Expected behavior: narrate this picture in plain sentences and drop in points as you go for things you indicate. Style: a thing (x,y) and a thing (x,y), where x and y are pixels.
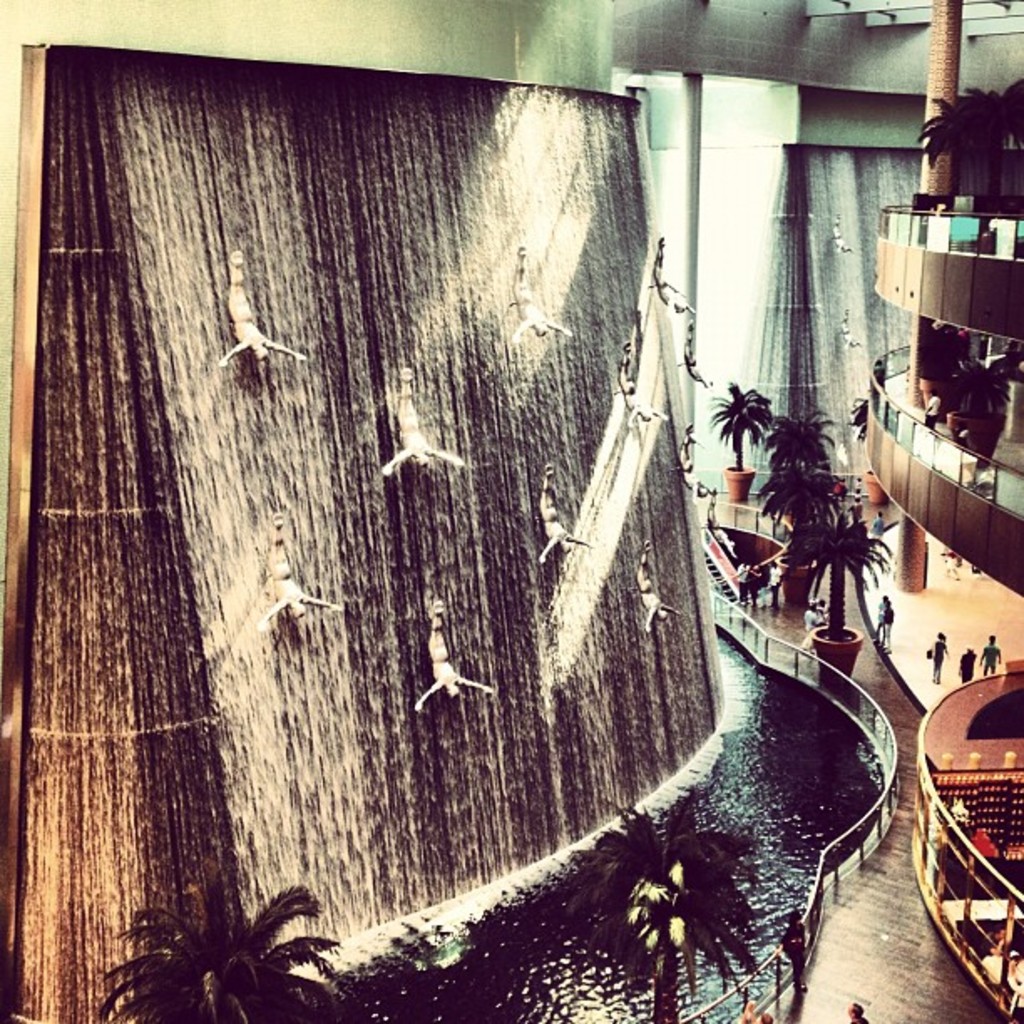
In this image on the left side (184,641) it might be a fountain (339,747) and also there are some trees (683,955) and some statues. On the right side (933,437) there is a railing (909,211) and some trees (794,486) and some persons (937,656) are walking, and in the background (782,213) there is a wall (768,62). At the bottom (858,943) there is floor (877,894).
